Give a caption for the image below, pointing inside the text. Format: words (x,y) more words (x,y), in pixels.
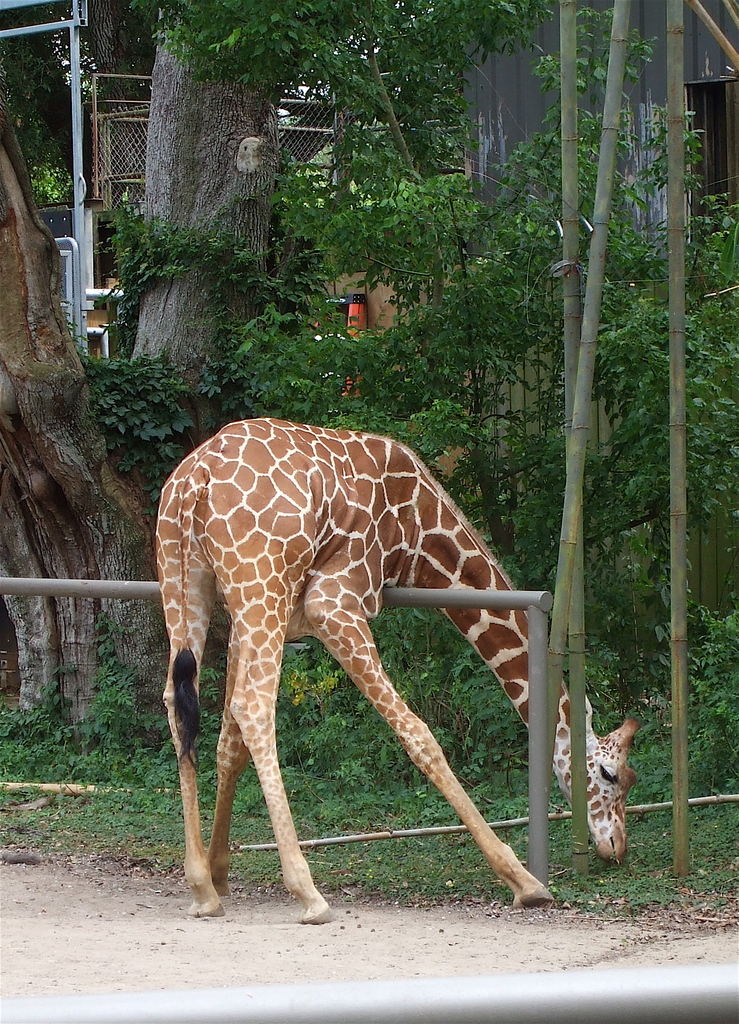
In this image I can see a giraffe (212,848) eating grass (233,858) and the giraffe (339,545) is in brown and white color. Background (718,441) I can see trees (139,52) in green color and sky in white color.
